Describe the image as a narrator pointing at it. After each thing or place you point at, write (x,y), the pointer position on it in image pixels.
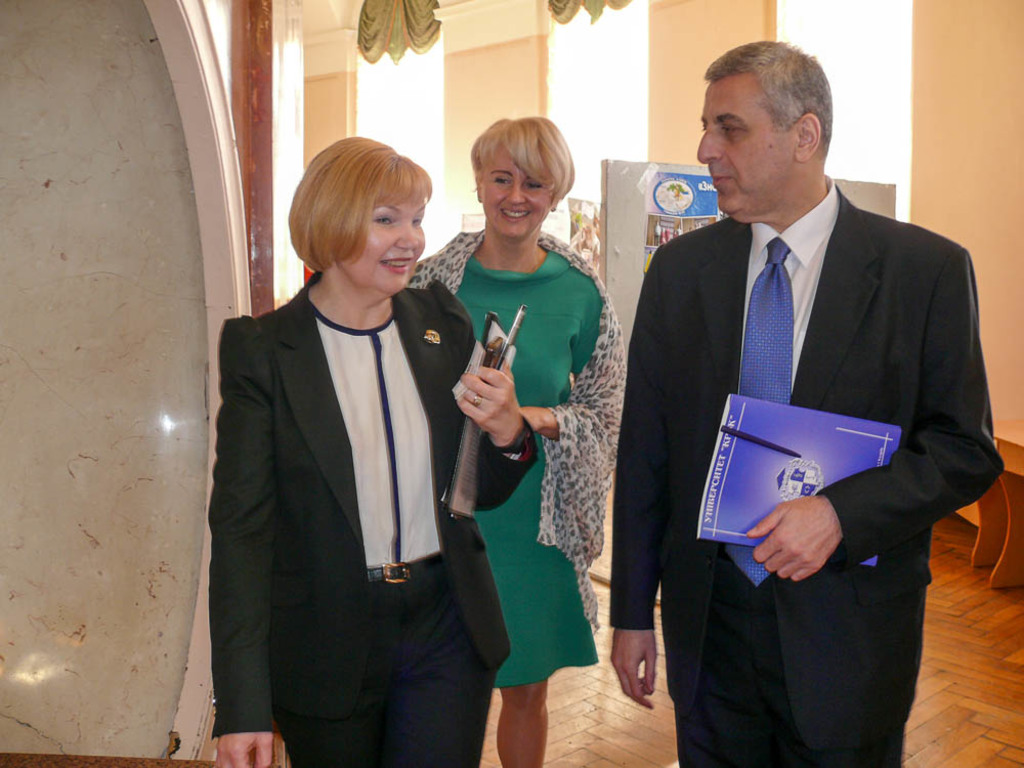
In this image we can see a man (719,605) and woman (430,584) standing on the floor (609,690) and are holding books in their hands (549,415). In the background (633,225) there are advertisement boards (626,195) and windows (409,95).
